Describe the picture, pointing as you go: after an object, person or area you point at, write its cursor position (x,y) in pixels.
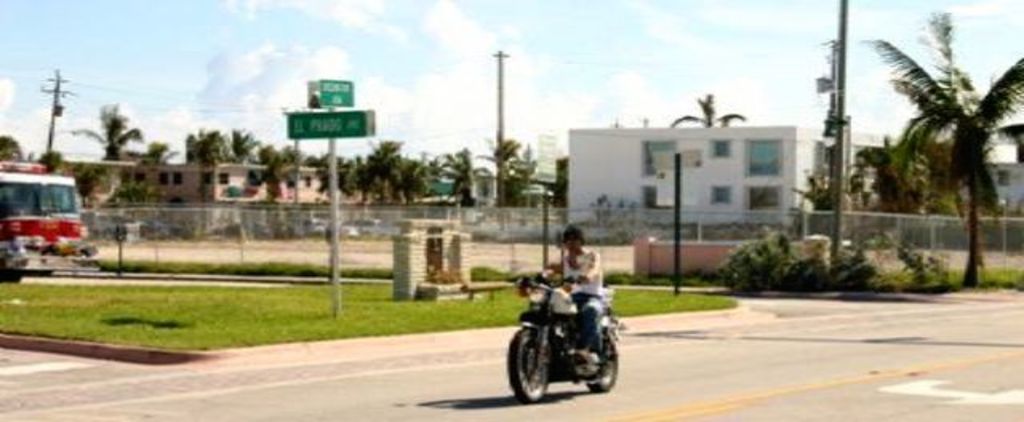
In this picture there is a person (573,290) sitting and riding a bike (571,352) on the road (303,398) and we can see poles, boards (369,119), grass (145,302), plants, trees (284,167), buildings (728,182) and vehicle (57,250). In the background of the image (506,43) we can see the sky (519,38).
